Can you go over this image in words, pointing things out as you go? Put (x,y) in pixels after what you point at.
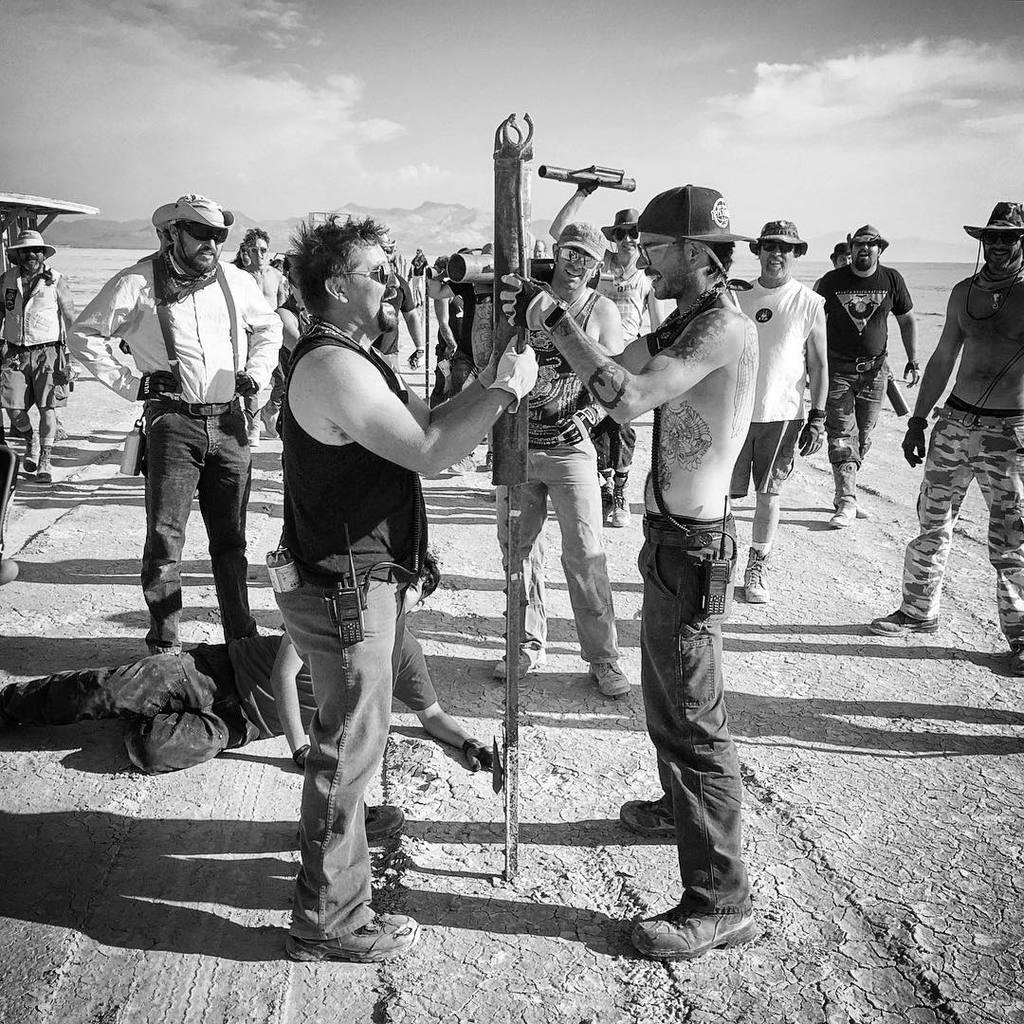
This is a black and white image. In this image we can see people (584,477) standing on the ground (192,868) and one of them is lying on the ground (89,581). In the background (405,118) there are hills (419,228) and sky (732,92) with clouds (808,82).
